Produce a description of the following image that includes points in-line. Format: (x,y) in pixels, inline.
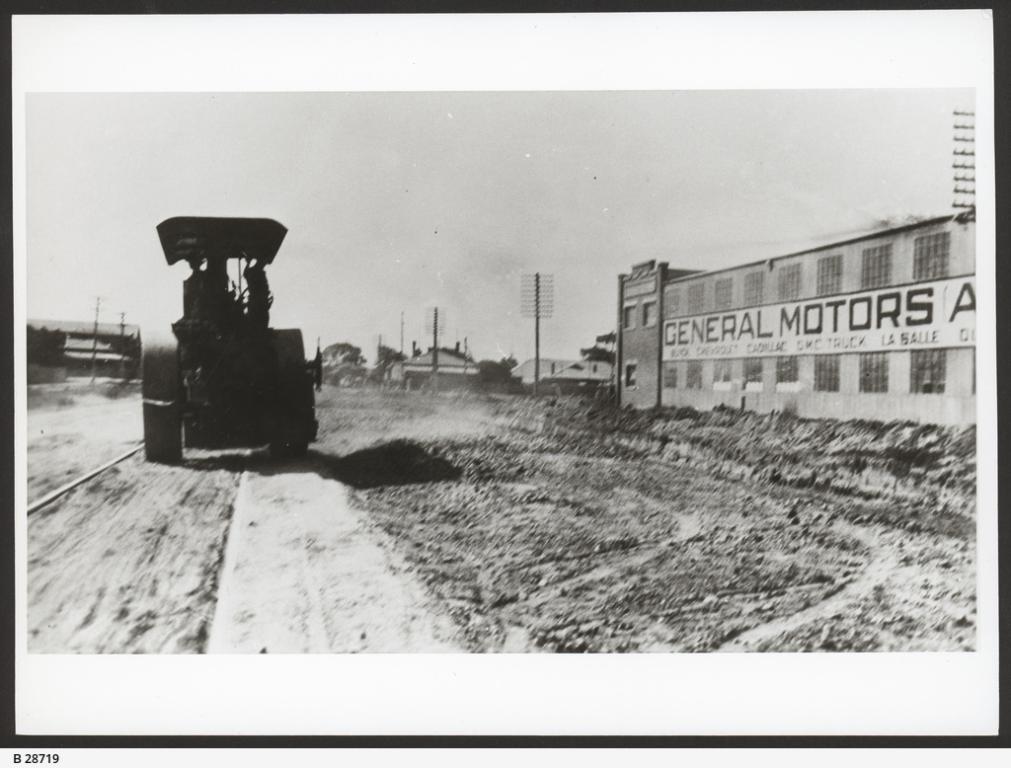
In this picture I can see the vehicle (213,415) on the road (200,580). I can see houses (646,378).
